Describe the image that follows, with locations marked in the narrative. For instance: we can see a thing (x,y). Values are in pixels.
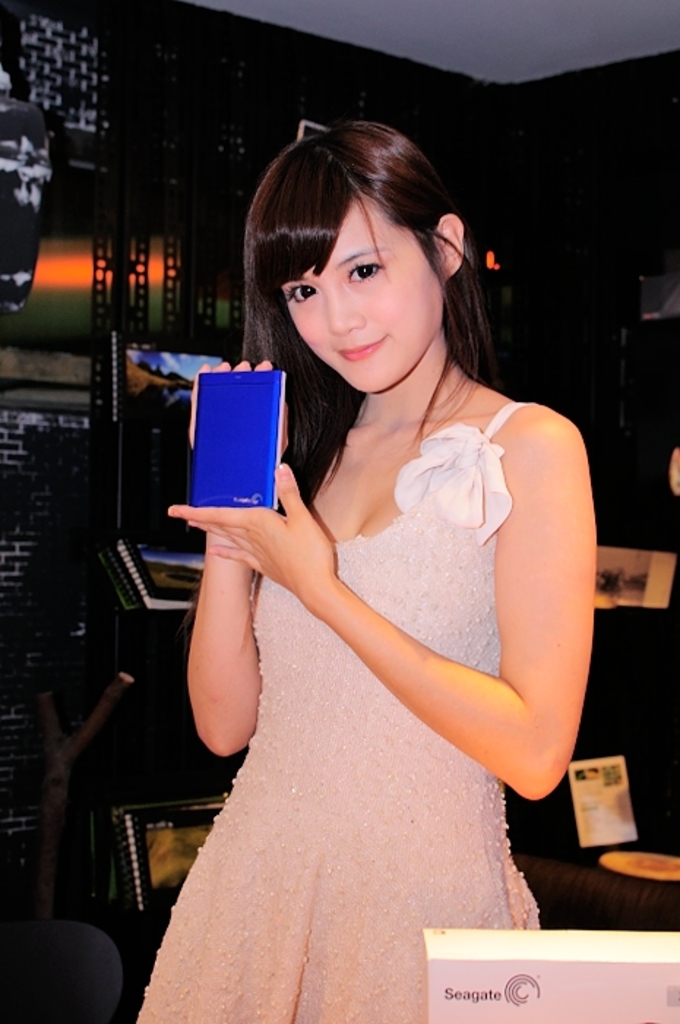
In this picture I can observe a girl (384,662). She is smiling. She is holding a blue color object (239,448) in her hands (203,511). In the background (150,880) I can observe some albums (162,555).
